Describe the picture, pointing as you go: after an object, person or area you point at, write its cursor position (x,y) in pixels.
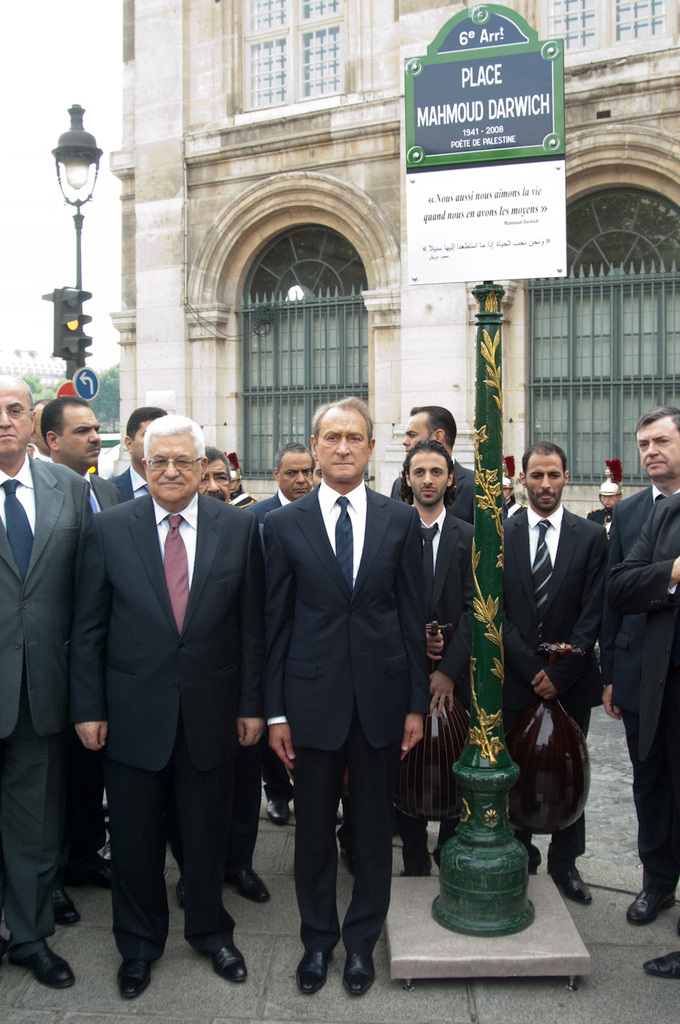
In the picture we can see a group of people (308,704) are standing on the path (633,768), they all are wearing blazers (291,635), ties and shirts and besides to them we can see a pole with a board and some information on it and behind them we can see a building (521,1) with a windows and beside the building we can see a pole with traffic light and another pole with light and behind it we can see some trees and sky (59,131).
